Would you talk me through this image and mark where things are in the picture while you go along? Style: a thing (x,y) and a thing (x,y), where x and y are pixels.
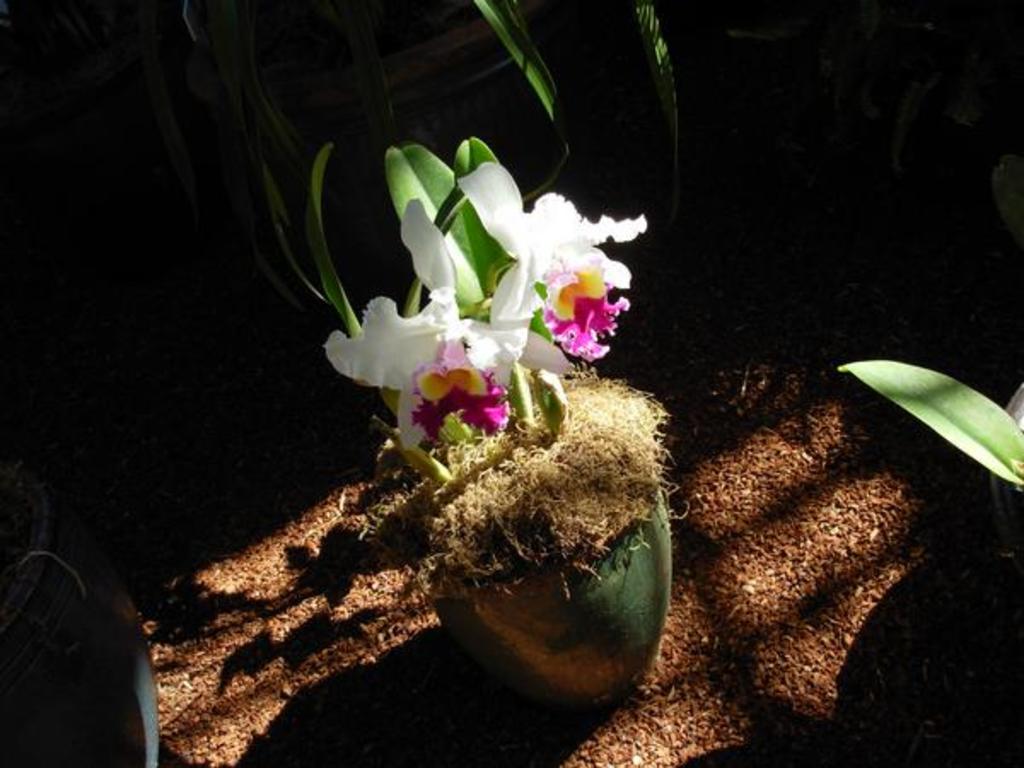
In this image we can see a plant (583,270) with some flowers (553,358) in a pot (594,419) which is placed on the ground (637,703). We can also see some plants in the pots (98,741) placed around it.
